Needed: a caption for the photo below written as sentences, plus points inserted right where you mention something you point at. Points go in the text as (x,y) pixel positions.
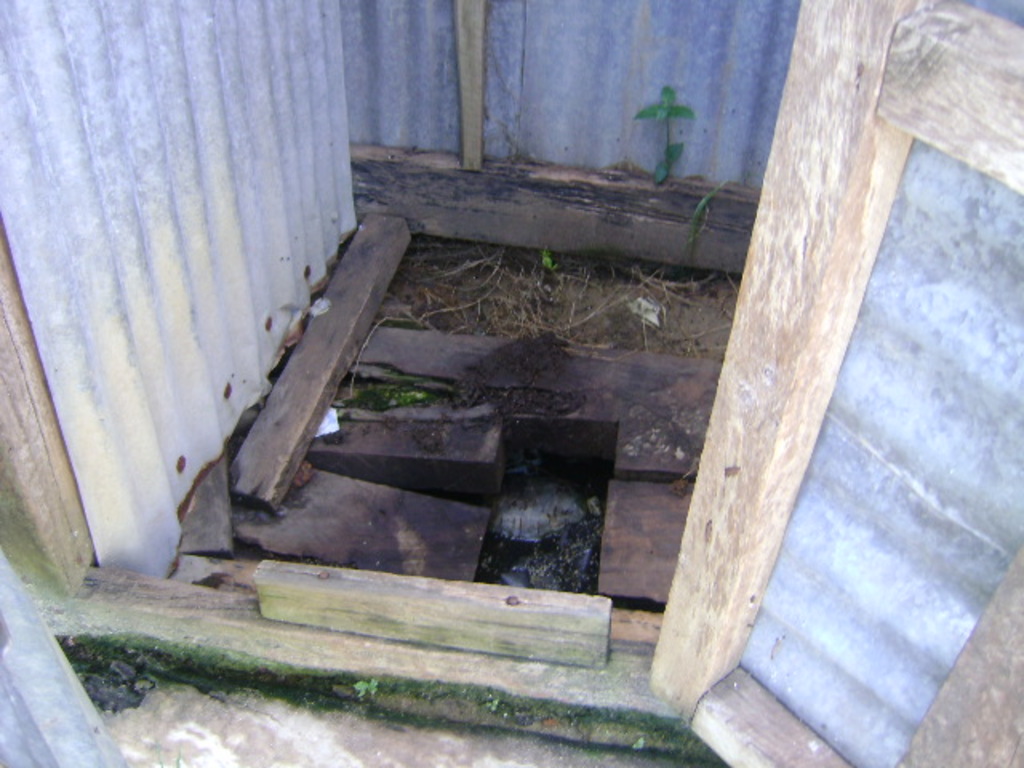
In the picture we can see wooden logs (414,374) and metal sheet room (70,143).
